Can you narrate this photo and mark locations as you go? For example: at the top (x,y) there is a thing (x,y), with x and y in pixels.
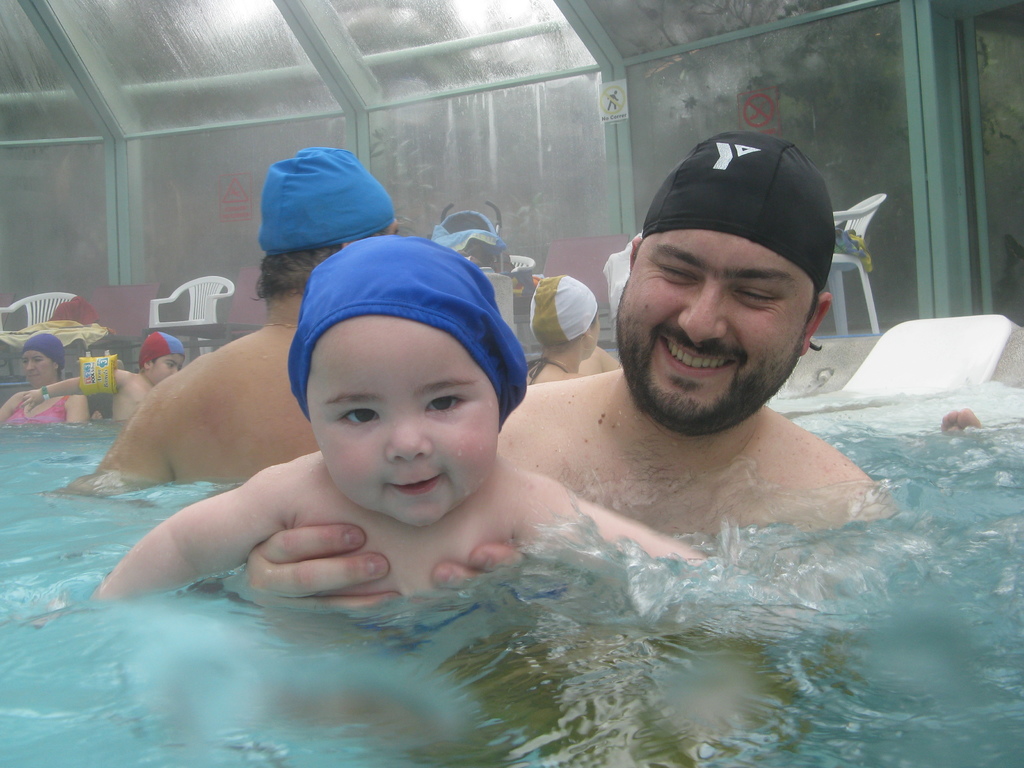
In the image we can see there are people (389,503) swimming in the water (93,530), they are wearing head caps (683,187) and behind there are chairs (199,284) kept on the ground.
